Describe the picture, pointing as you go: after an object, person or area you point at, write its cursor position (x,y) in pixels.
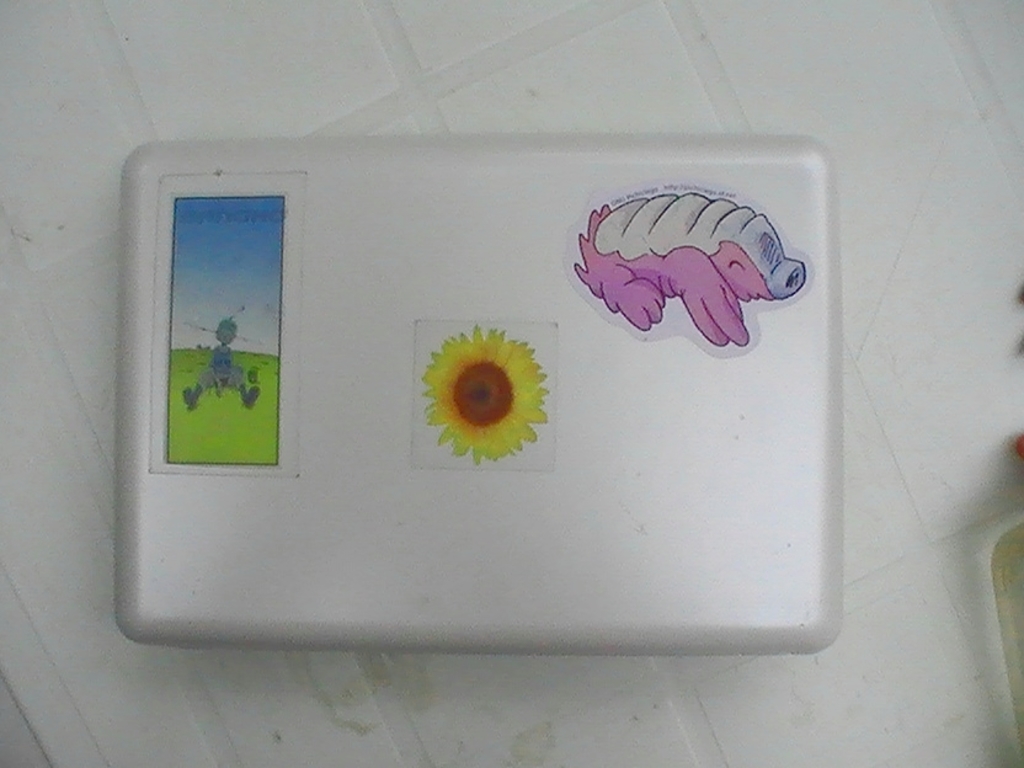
In this picture I can observe white color box (457,527). There are three stickers (472,358) on the box (325,352). The box (309,311) is placed on the floor (518,71).
